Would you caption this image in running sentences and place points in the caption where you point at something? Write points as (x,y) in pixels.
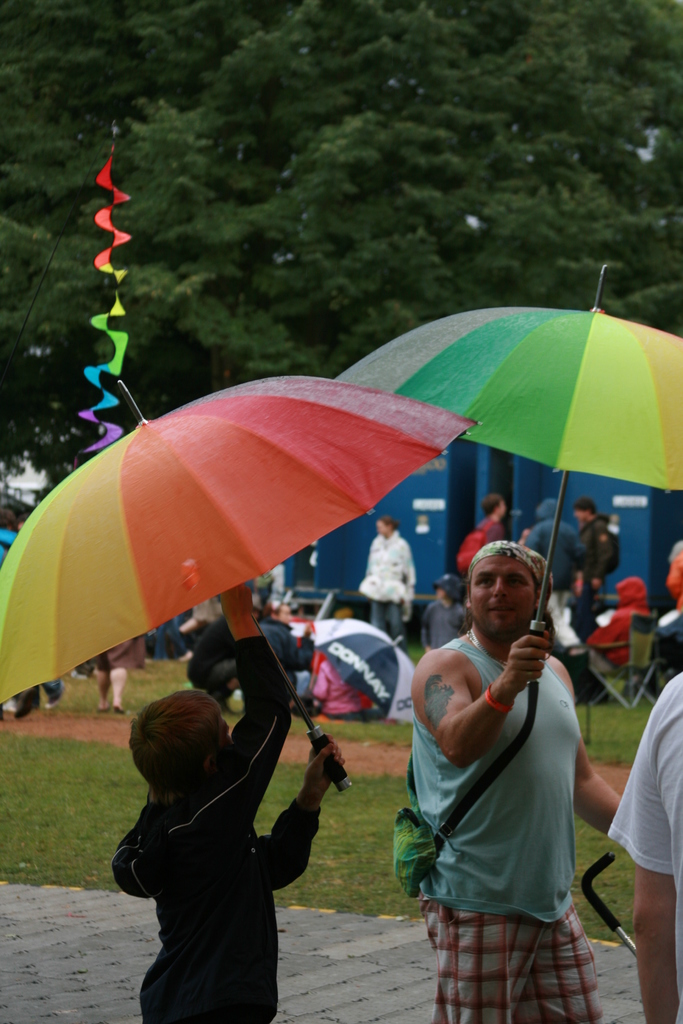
This image is taken outdoors. At the bottom of the image (122,989) there is a sidewalk (118,933) and a ground (51,763) with grass (13,763) on it. At the top of the image (212,219) there are a few trees (349,202). In the middle of the image (290,646) a few people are sitting on the chairs (638,662), a few are standing and a few are sitting on the ground (631,699) and a vehicle (464,525) is parked on the ground (628,726). A few people (559,730) are standing on the ground (305,1023) and holding umbrellas (186,577) in their hands (323,761).
